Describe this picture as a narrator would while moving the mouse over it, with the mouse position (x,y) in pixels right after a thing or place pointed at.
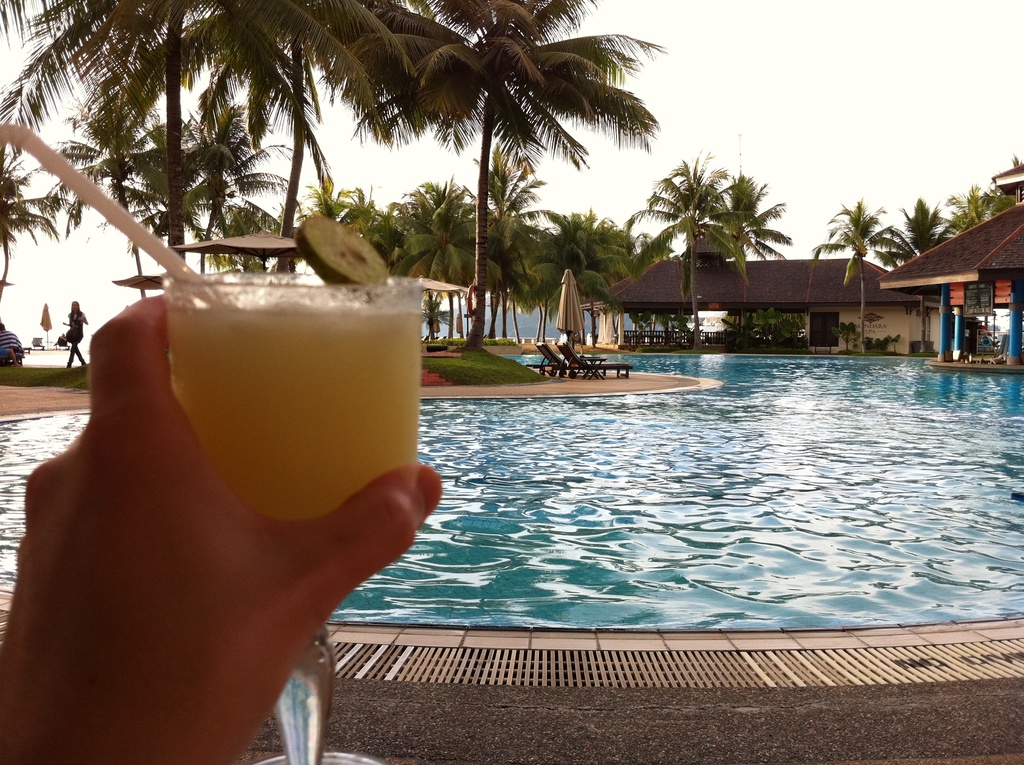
In this image, we can see a swimming pool (988,505). There are some trees (567,226). We can also see some rest chairs (546,366). We can see the ground (498,757), a few poles (945,318). We can see a person's hand (394,511) holding a glass (352,471) with some liquid (323,450) in it. We can also see some houses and the sky (871,41).
